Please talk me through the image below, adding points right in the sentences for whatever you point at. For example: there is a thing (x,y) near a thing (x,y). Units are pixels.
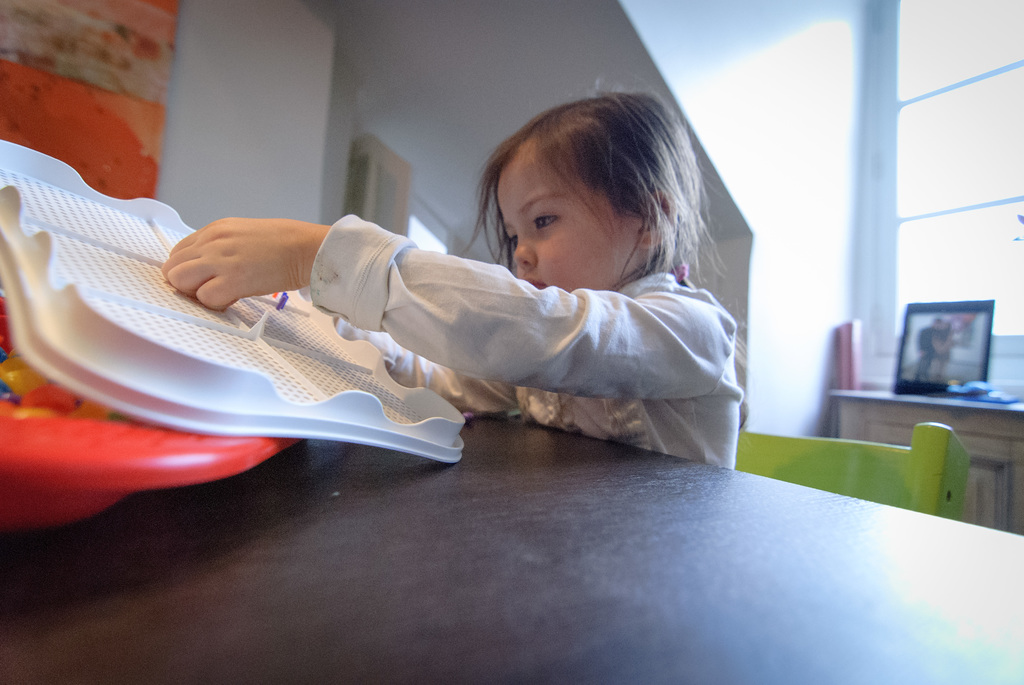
In the middle (571,436) there is a table (541,510), in front of the table (520,568) there is a girl (588,288). in the right (837,469) there is a chair (878,461). To the right (941,179) there is a window (946,164). To the right (912,397) there is a table (973,429), on the table (924,407) there is a photo frame (927,348). To the left (207,369) there is a toy (219,341).
